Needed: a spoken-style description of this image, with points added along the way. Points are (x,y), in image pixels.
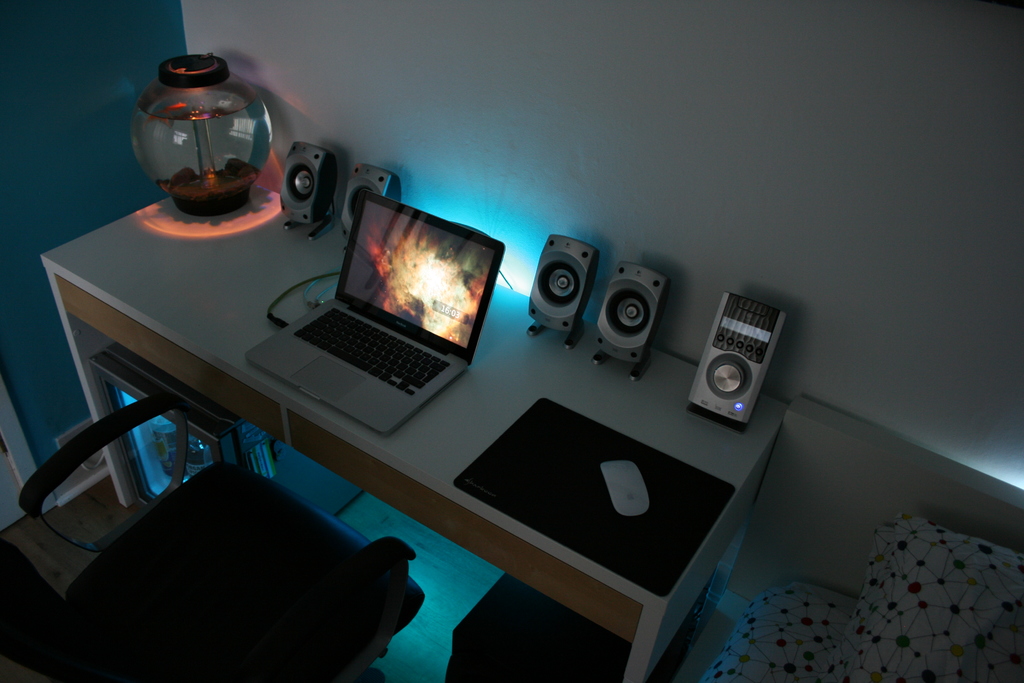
As we can see in the image there is a wall (874,201), chair (48,669) and table (209,291). On table (209,291) there is a pot (199,83), laptop (369,294), mouse (621,508) and a mat (533,478).
